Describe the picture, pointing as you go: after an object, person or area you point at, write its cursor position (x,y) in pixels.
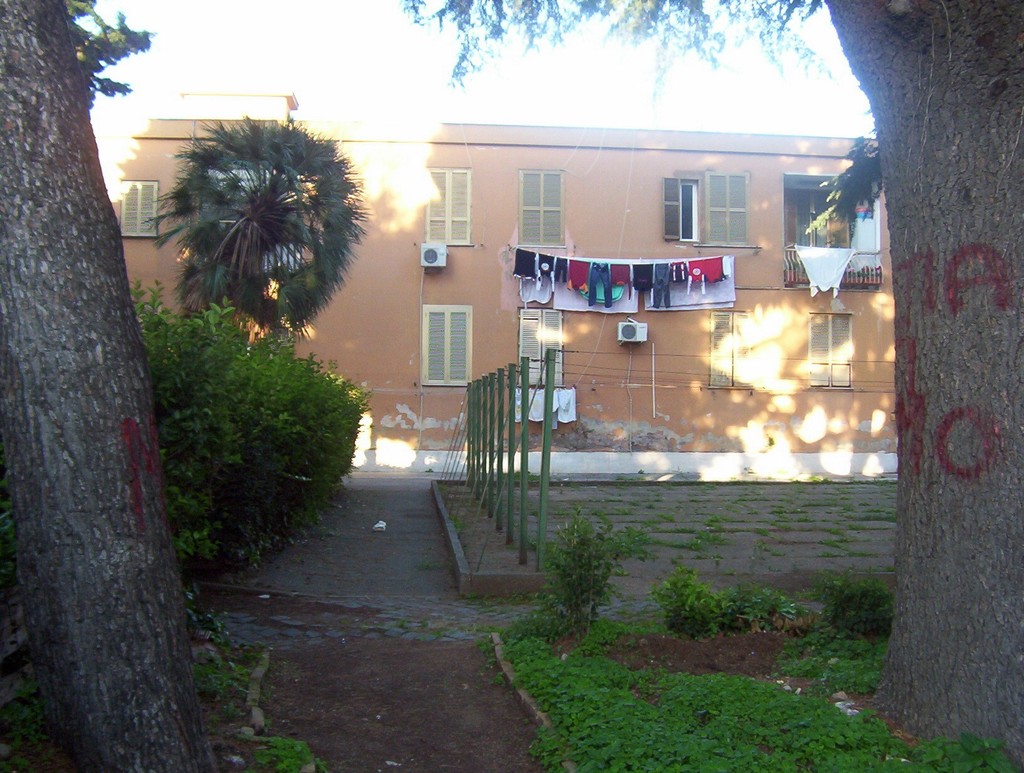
In this image there are a few clothes (599,273) hanged on the ropes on to the building (462,280) and there are two outlets (442,247) of an air conditioner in the building (424,281). There are glass windows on the building (740,255), in front of the building (403,268) there are trees (124,386) and grass (601,693) on the surface (571,658) and there is a metal rod fence (513,491).
